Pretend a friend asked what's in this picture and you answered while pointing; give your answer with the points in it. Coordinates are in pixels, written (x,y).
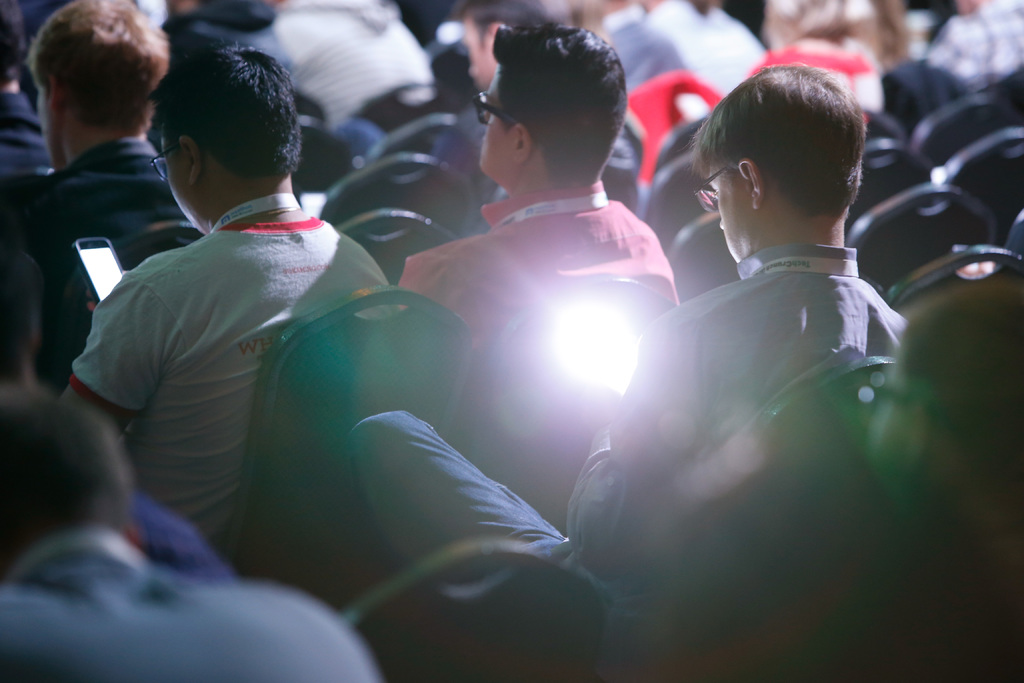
This picture describes about group of people (615,240), they are seated on the chairs (889,264), and few people (745,306) are holding mobiles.
